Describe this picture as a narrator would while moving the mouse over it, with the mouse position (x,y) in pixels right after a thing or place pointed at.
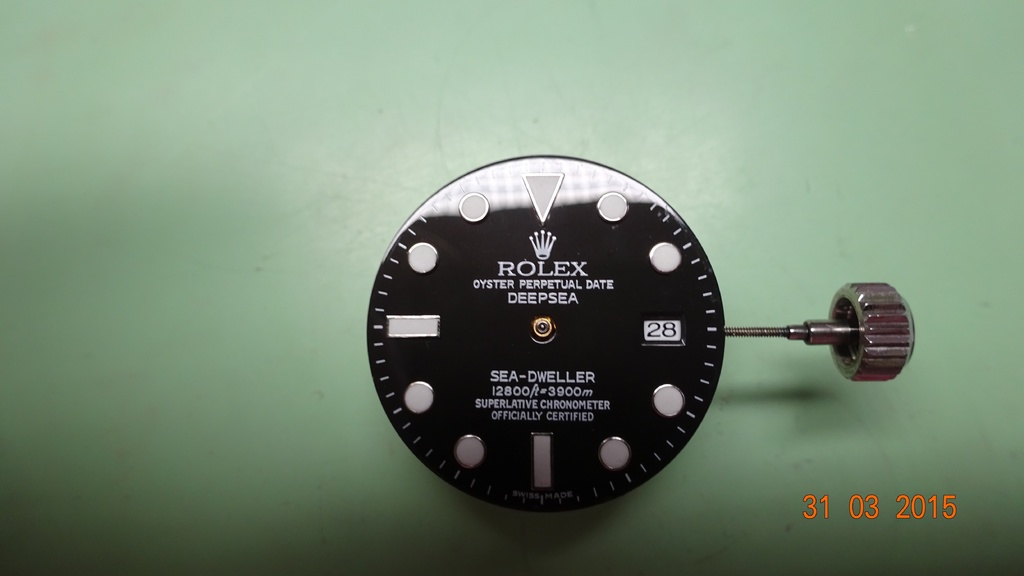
In this image, we can see the dial (544,263) of a watch (709,312) on the surface (839,282). We can also see the knob (857,339).
